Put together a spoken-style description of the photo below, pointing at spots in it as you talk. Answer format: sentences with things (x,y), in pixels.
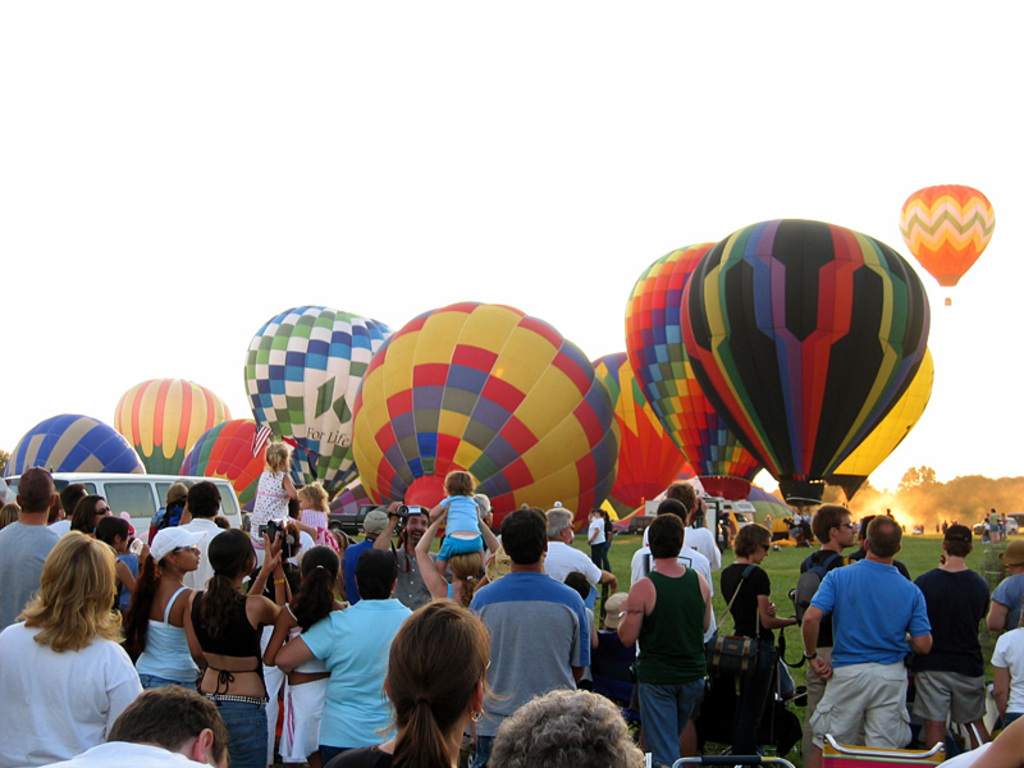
In this image we can see there are people (470,571), hot air balloons (605,416) and trees (963,522). There is grass (902,552) and a vehicle (159,498). In the background (742,185) we can see the sky (742,185).
